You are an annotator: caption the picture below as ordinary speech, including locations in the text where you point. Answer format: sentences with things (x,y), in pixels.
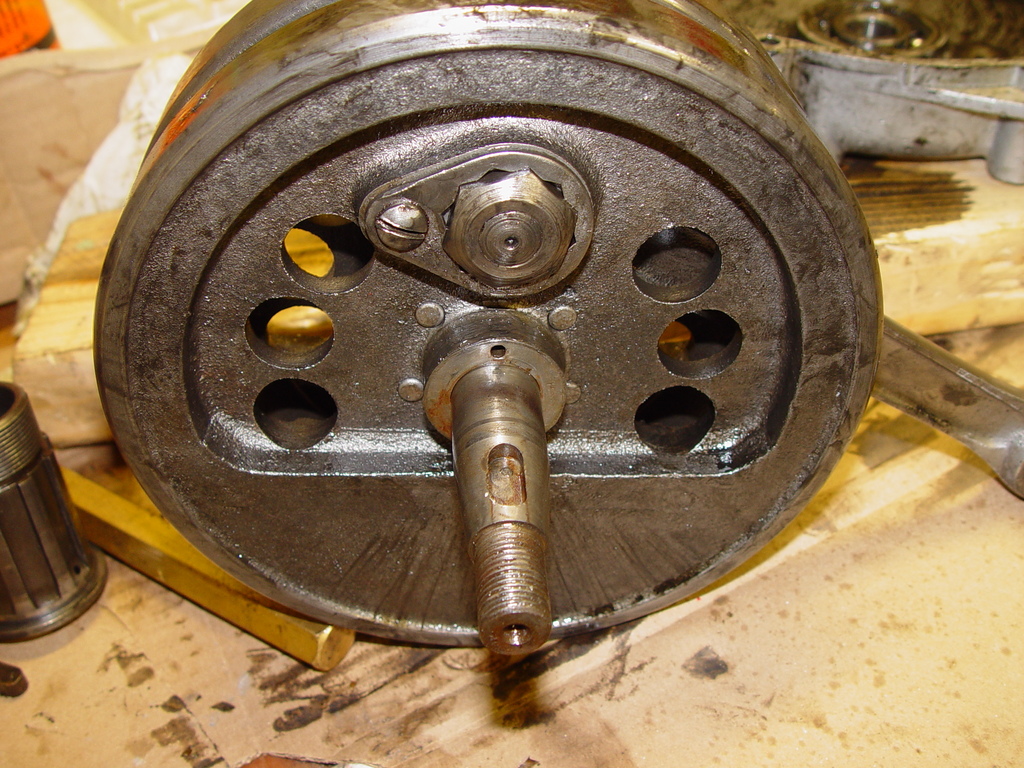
In this image we can see few metal objects (473,255) and a wooden plank (884,254) on the ground (756,669).
